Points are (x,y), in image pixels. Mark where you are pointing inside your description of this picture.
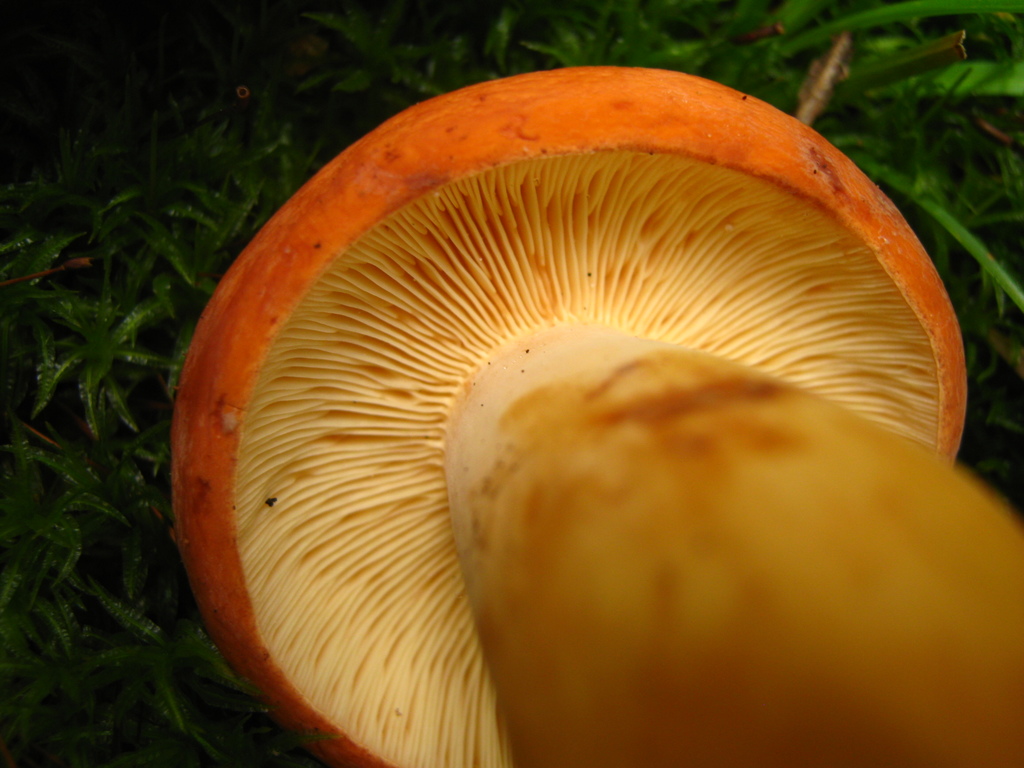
Here in this picture we can see a mushroom (311,436) present over there and behind it we can see plant (687,53) present all over there.
